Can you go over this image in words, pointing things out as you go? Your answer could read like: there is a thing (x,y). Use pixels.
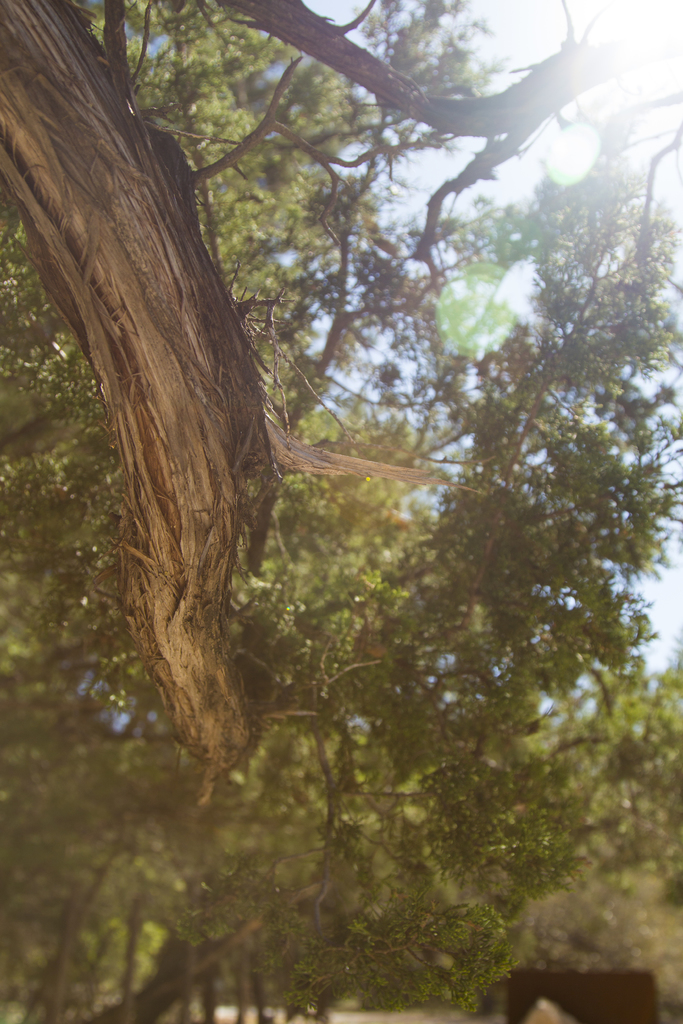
There are many trees (496,681) in the image. There is bright sunshine (543,53) in the image.
